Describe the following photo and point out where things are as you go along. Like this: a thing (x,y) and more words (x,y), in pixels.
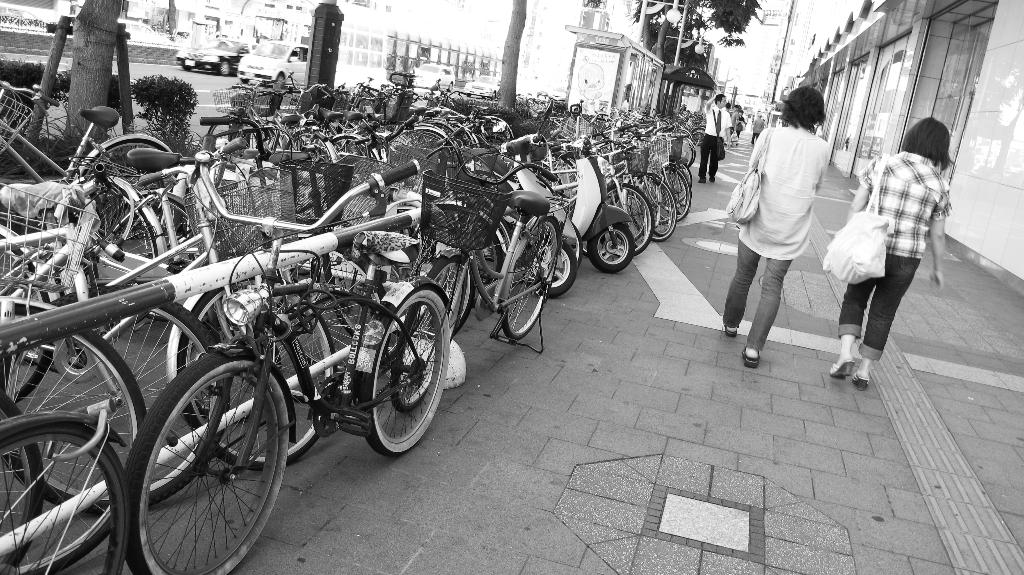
This is a black and white picture. On the right (742,188) there are buildings (987,150), footpath (733,160) and people (795,152) walking on it. In the center of the picture (496,233) there are bicycles (607,115), trees (671,51), poles (682,45) and a bus stop (610,92). On the left (23,295) there are bicycles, plants (153,96), tree (102,66), cars (253,53) and buildings (228,26). In the center of the background (449,66) there are cars (429,84) and buildings (463,26).
